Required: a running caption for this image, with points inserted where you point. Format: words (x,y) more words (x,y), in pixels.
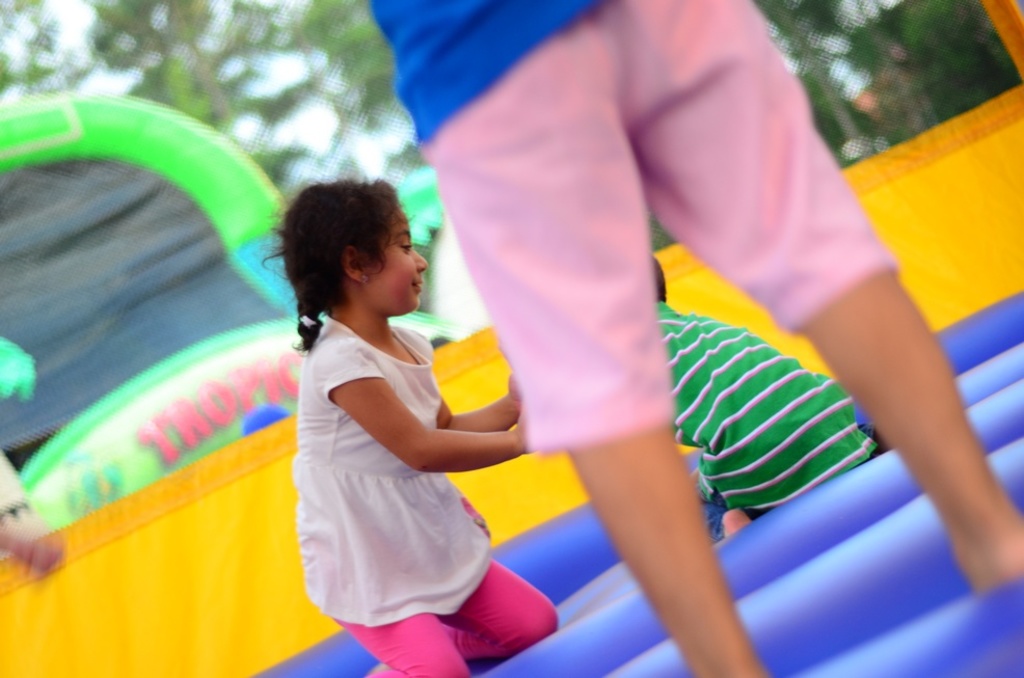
In this picture we can see group of people (562,100), they are playing on the inflatable (489,388), in the background (260,152) we can see few trees (335,75).
